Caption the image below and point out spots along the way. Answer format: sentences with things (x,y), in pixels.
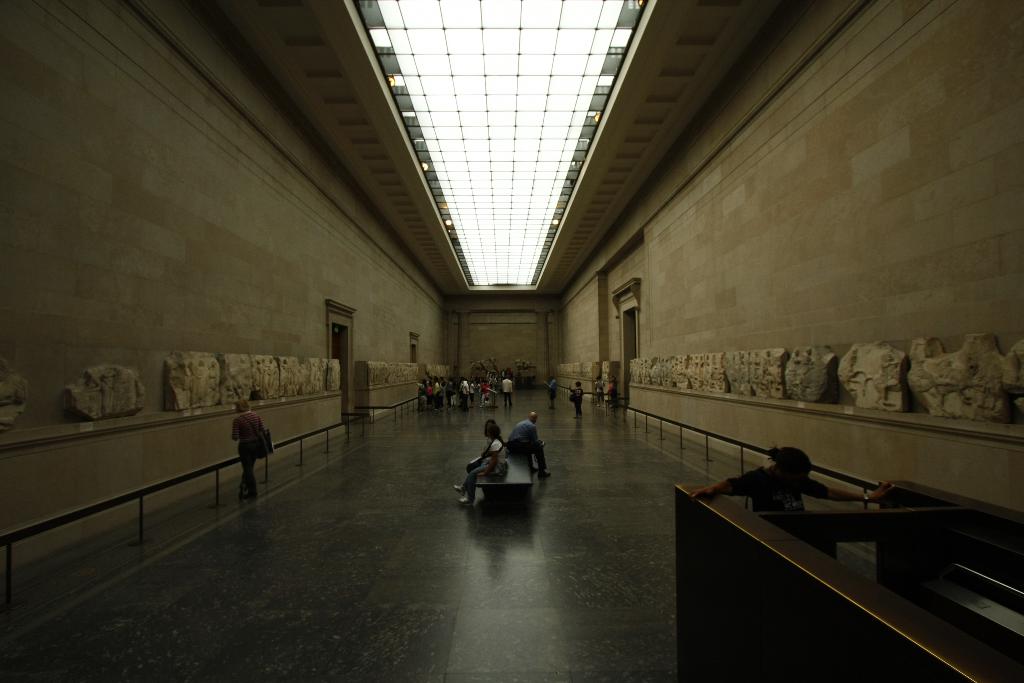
In this image we can see people (531,433) and few of them (524,447) are sitting on a platform (514,487). Here we can see railing (988,577), walls (548,329), ceiling (494,51), lights (503,22), floor (557,459), and an object (680,515).
